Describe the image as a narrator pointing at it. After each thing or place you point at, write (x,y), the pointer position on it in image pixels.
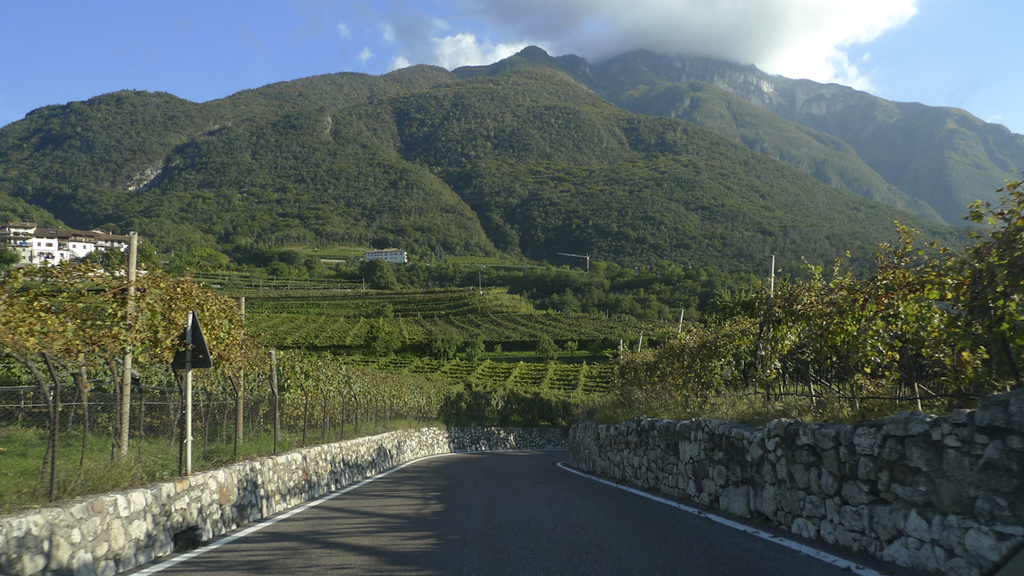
In the image there is a road (408,502) and around the road (416,537) there are walls (569,436) made up of rocks (640,447) and behind the walls (702,440) there are trees (288,366), in the background (380,274) there is a lot of greenery (528,139) and mountains (673,89).
